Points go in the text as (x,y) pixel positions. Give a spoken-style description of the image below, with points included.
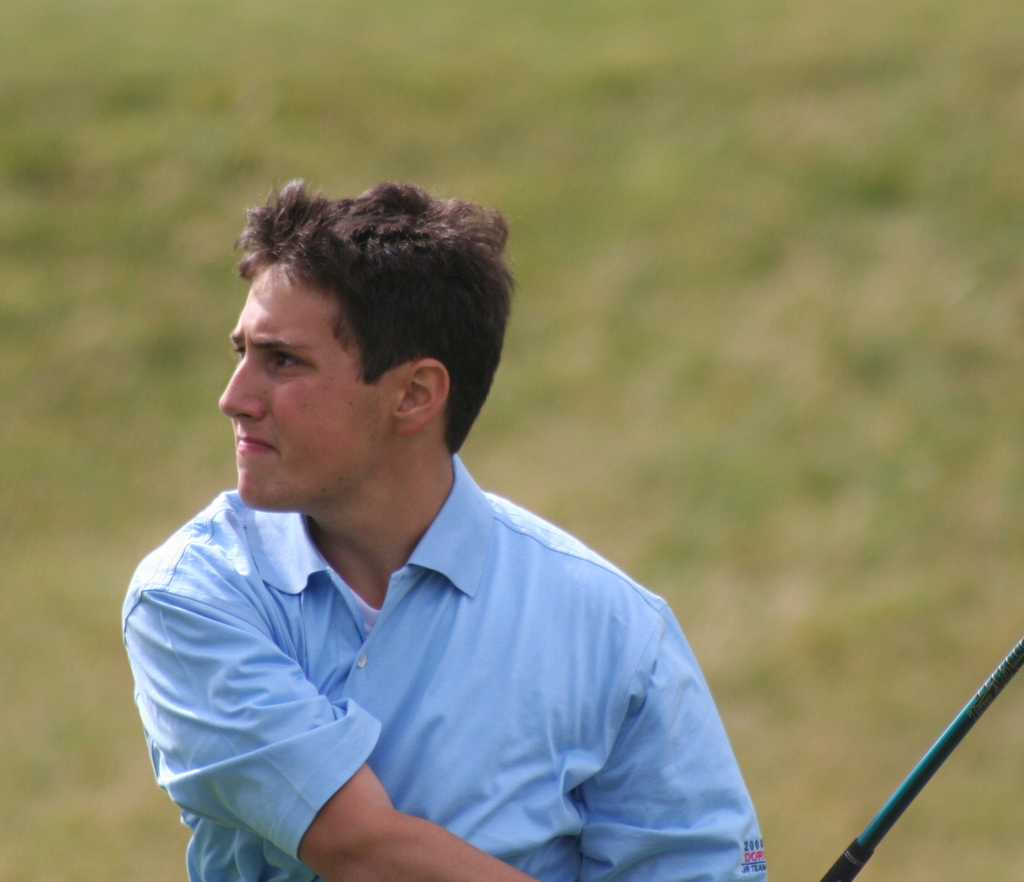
In this picture we can see a man (458,731) holding a stick (964,730). Behind the man (260,577), there is a blurred background (22,686).
